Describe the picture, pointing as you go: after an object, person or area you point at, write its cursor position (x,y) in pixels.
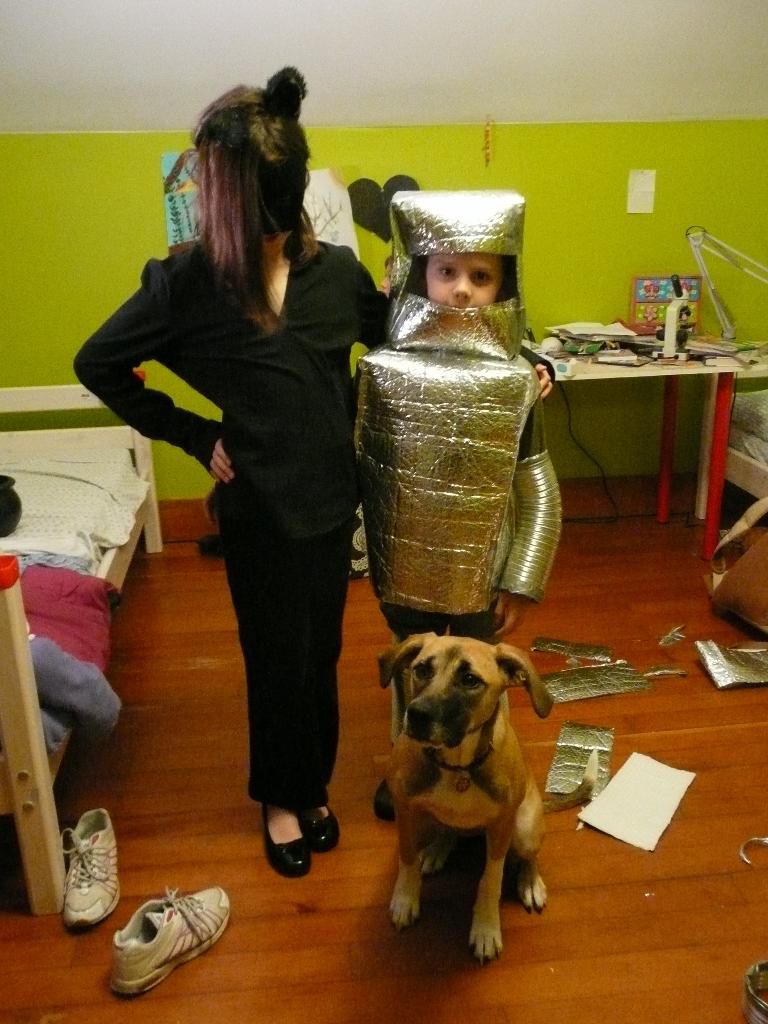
In this image there is a woman (210,233) and a child (474,364) standing, there is a dog (450,642) in front of them, at the back ground (387,143) i can see a wall (374,159), at the left (124,487) there is a bed (97,523), at the back (582,369) there is a table (602,364) and papers (620,358) on the table (658,347).
